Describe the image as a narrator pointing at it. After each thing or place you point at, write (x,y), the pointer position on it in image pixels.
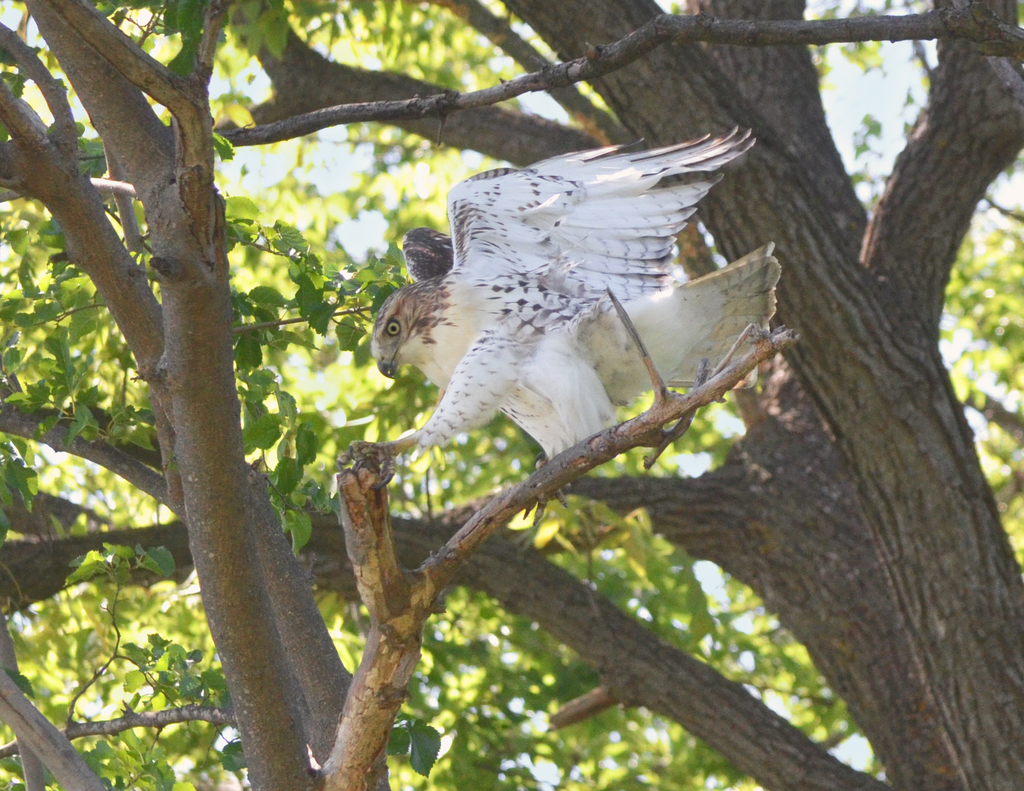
The picture consists of trees (804,220). In the center of the picture (434,353) there is an eagle (422,285).
